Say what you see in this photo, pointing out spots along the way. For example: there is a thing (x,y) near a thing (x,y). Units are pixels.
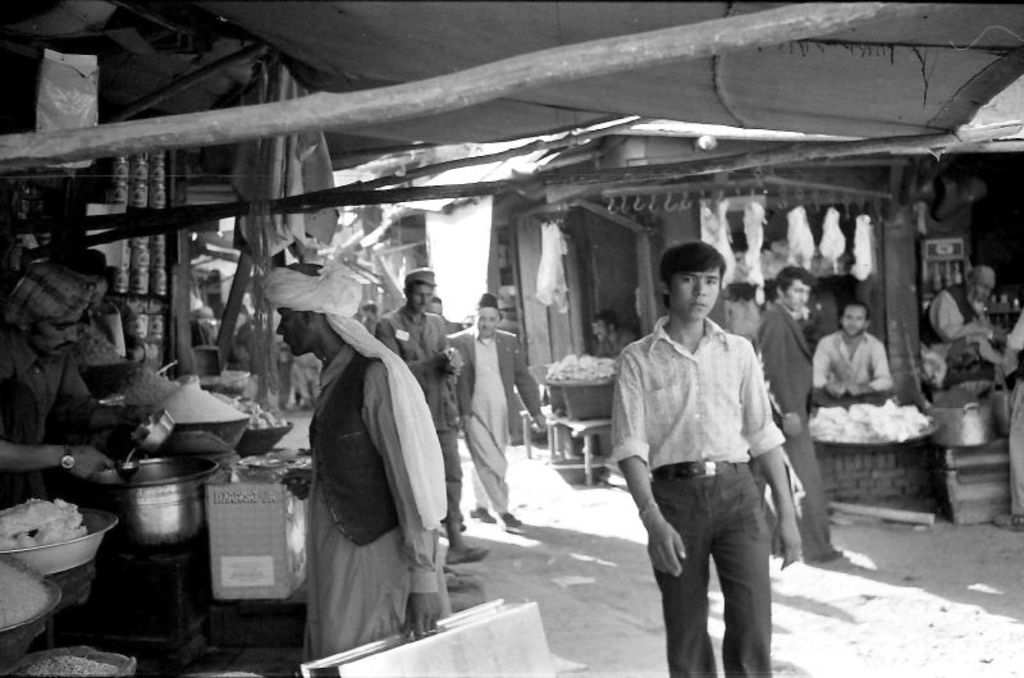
In this picture we can see people (503,497) on the ground (586,514), here we can see bowls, food items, wooden poles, tent (507,49) and some objects (595,424).
